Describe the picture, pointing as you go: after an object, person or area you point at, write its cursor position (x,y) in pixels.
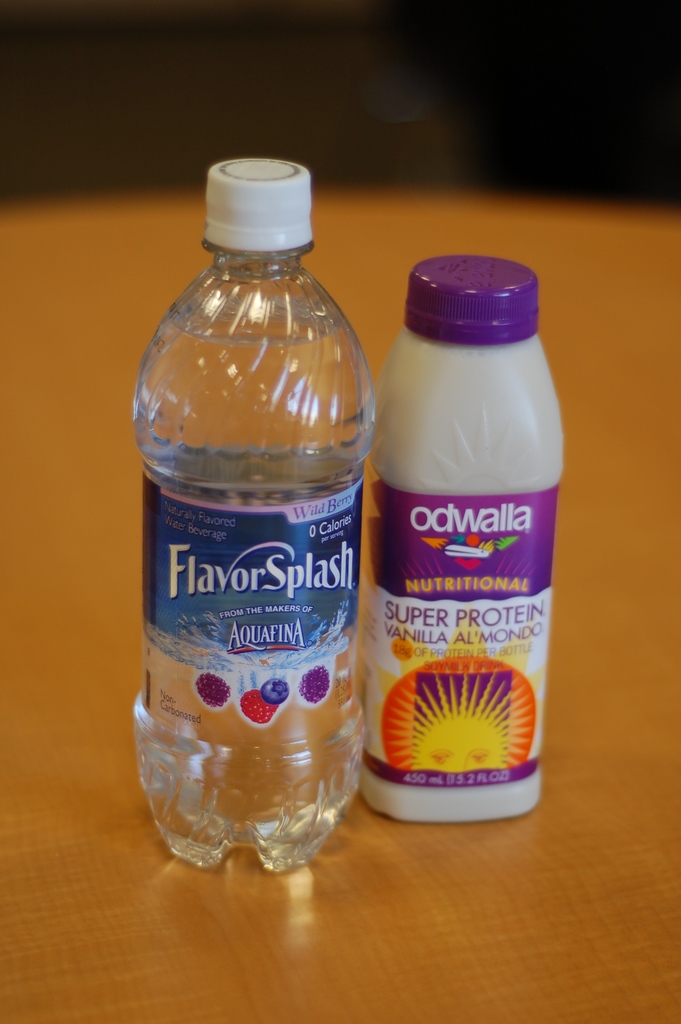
This is the picture of two bottles (473,572) on the table (388,915) among them one is the water bottle (215,624) and the other is the protein bottle (525,792) which has a purple color lid (454,306).
